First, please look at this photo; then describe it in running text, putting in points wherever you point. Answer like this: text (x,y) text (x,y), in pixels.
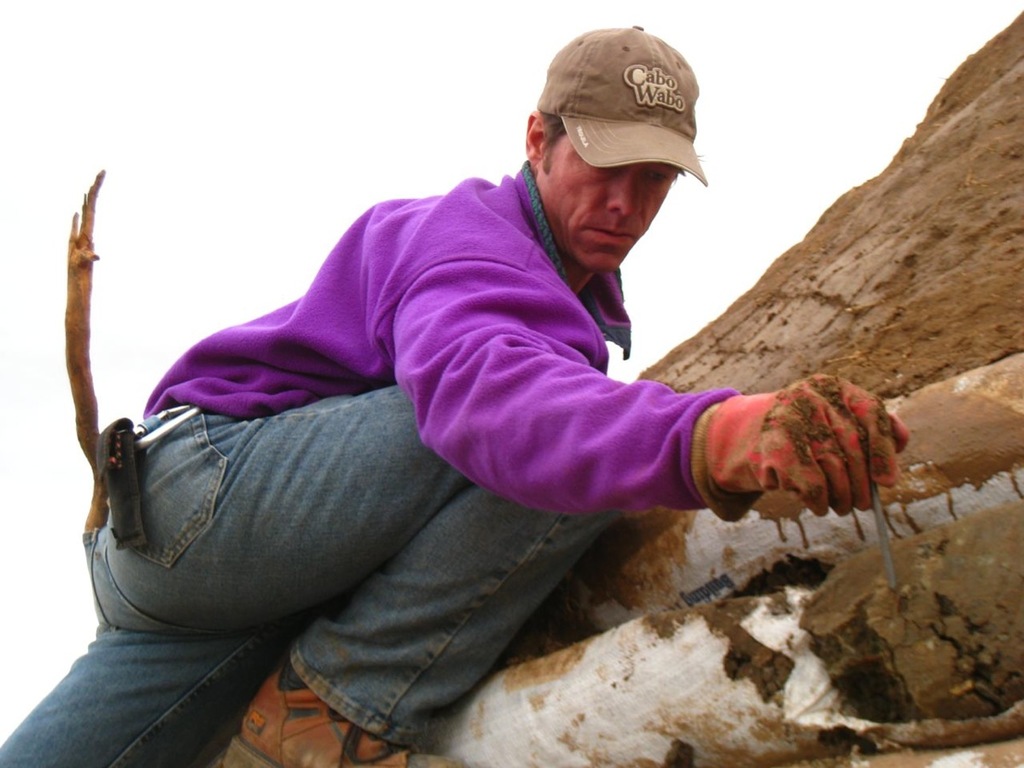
In this image I can see a person (358,746) crouching on sandbags (717,697). The person (468,420) is wearing purple shirt (416,387), blue color jeans (370,443), background (85,134) I can see sky (280,192) in white color.
